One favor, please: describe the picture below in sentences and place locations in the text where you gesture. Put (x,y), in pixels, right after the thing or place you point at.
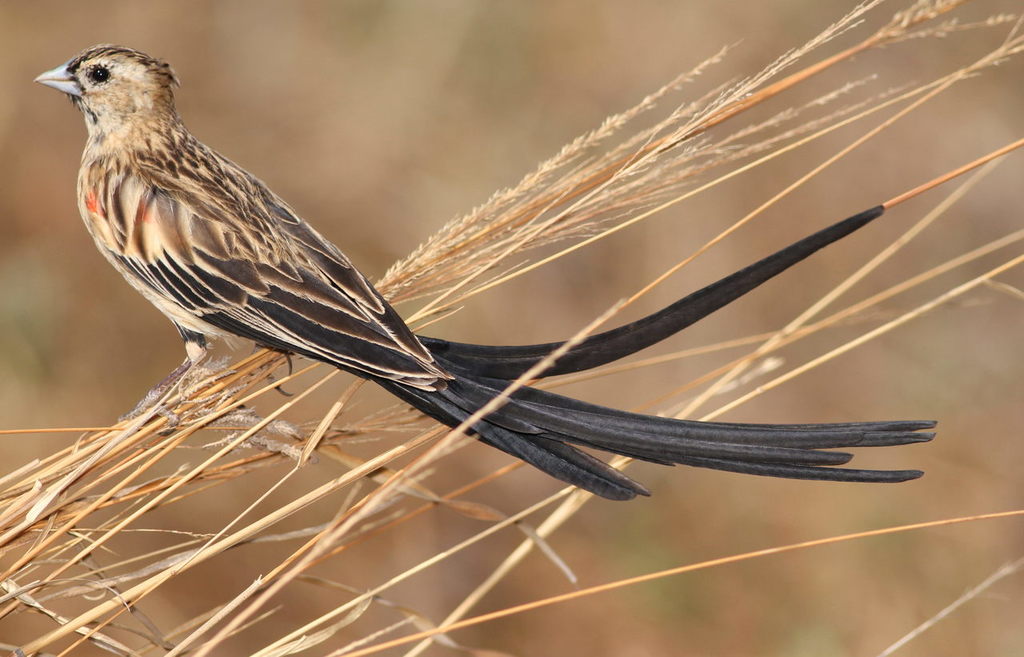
In this image I can see a bird (322,354) on the grass (347,430). And the background (506,65) is blurry.
